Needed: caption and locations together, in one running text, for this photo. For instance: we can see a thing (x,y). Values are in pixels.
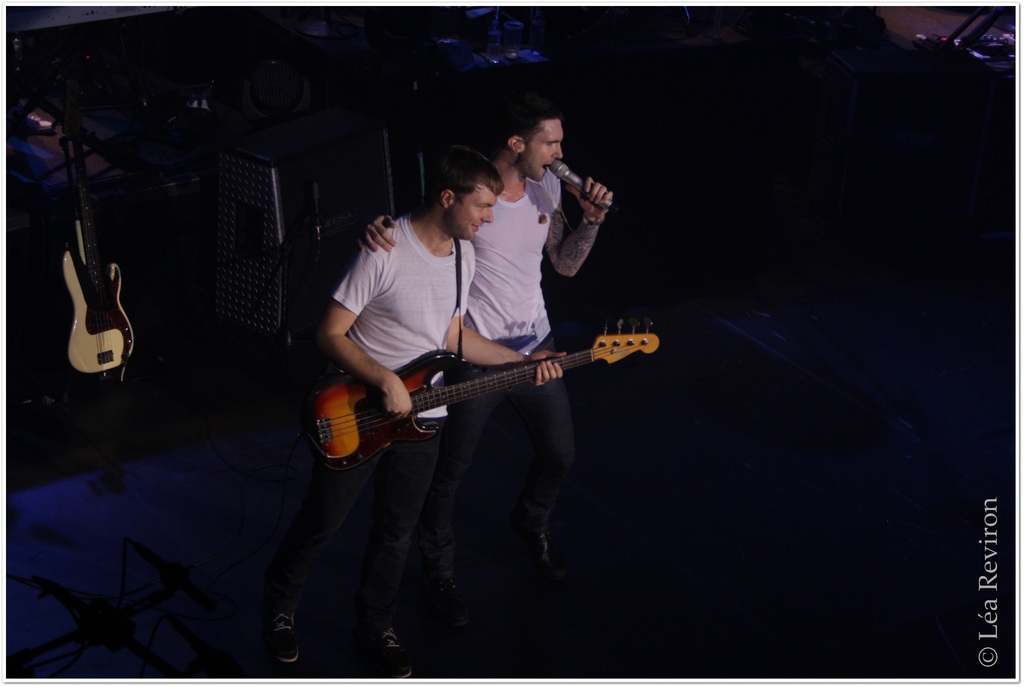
In this image there are two mans (494,328) who are in standing position. The right person (525,308) is singing on a mic (568,180) and on the left person (434,256) is playing a guitar (384,421). On the left (95,367) there is a guitar (105,335).
